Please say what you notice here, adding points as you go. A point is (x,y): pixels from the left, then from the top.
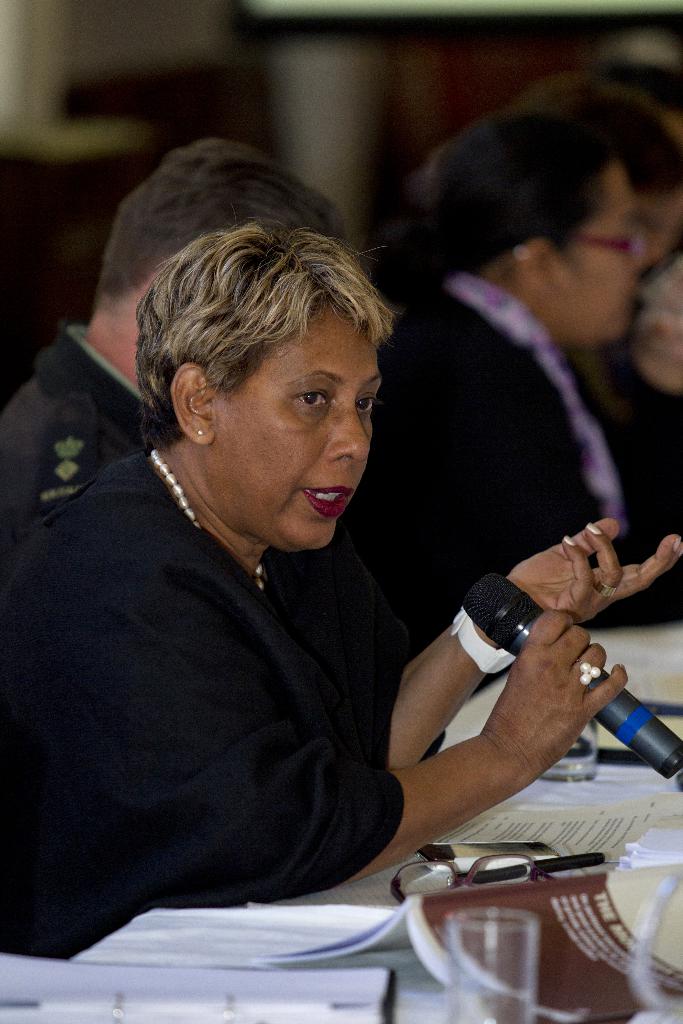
In front of the image there is a person (216,635) sitting on the chair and she is holding the mike (644,750). Beside her there are a few other people (477,460) sitting. In front of them there is a table (421,836). On top of it there are papers (681,821) and some other objects (448,928). Background of the image (504,14) is blur.
